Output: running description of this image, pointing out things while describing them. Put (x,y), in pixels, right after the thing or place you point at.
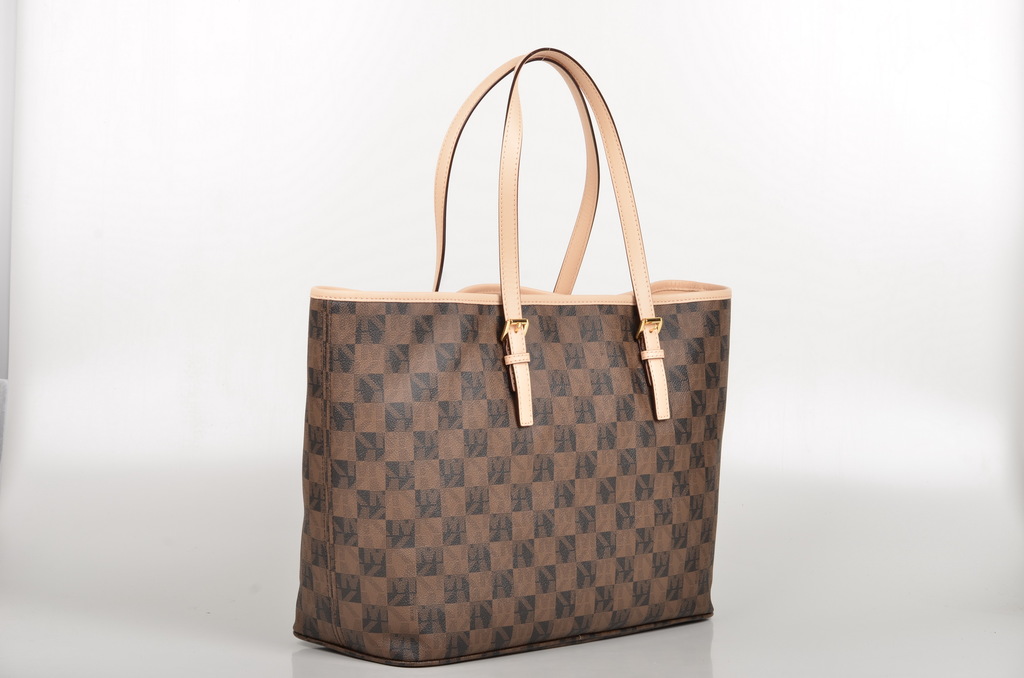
In the image there is a brown and black color handbag (494,494), it has two handles (569,280) to hold, it is placed on a white color table (861,647), the background (756,30) is also white.
